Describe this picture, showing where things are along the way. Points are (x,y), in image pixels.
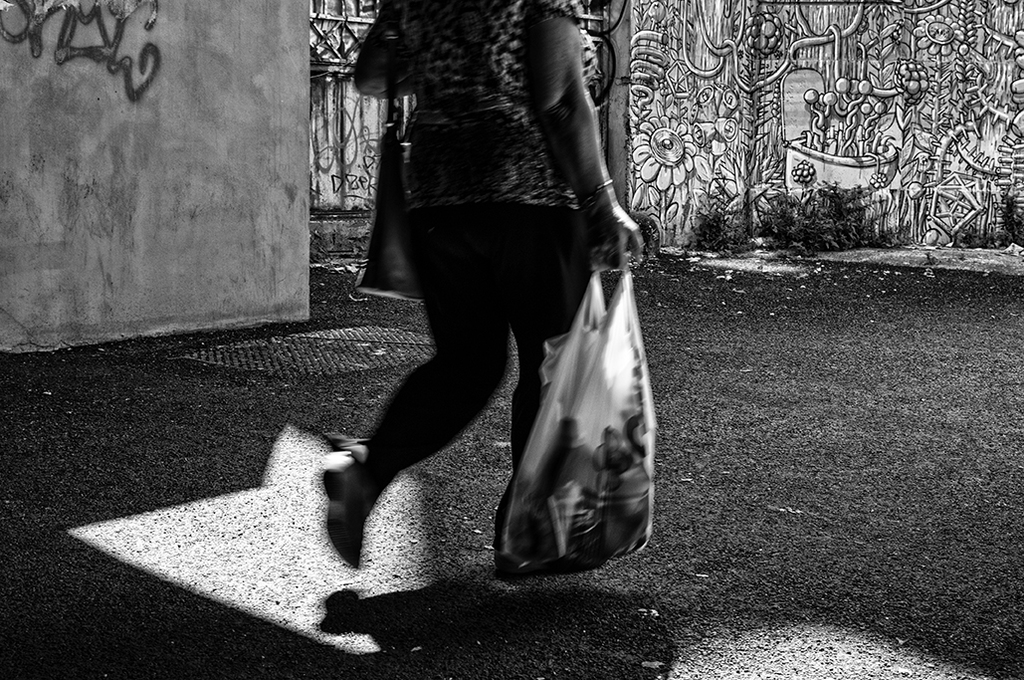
This picture is clicked outside. In the center (528,239) we can see a person (442,221) wearing a sling bag (408,142), holding a bag (602,333) of some objects (581,495) and walking on the ground (482,528). In the background (847,113) we can see the plants (827,209) and some art (812,77) on the walls (301,127).
